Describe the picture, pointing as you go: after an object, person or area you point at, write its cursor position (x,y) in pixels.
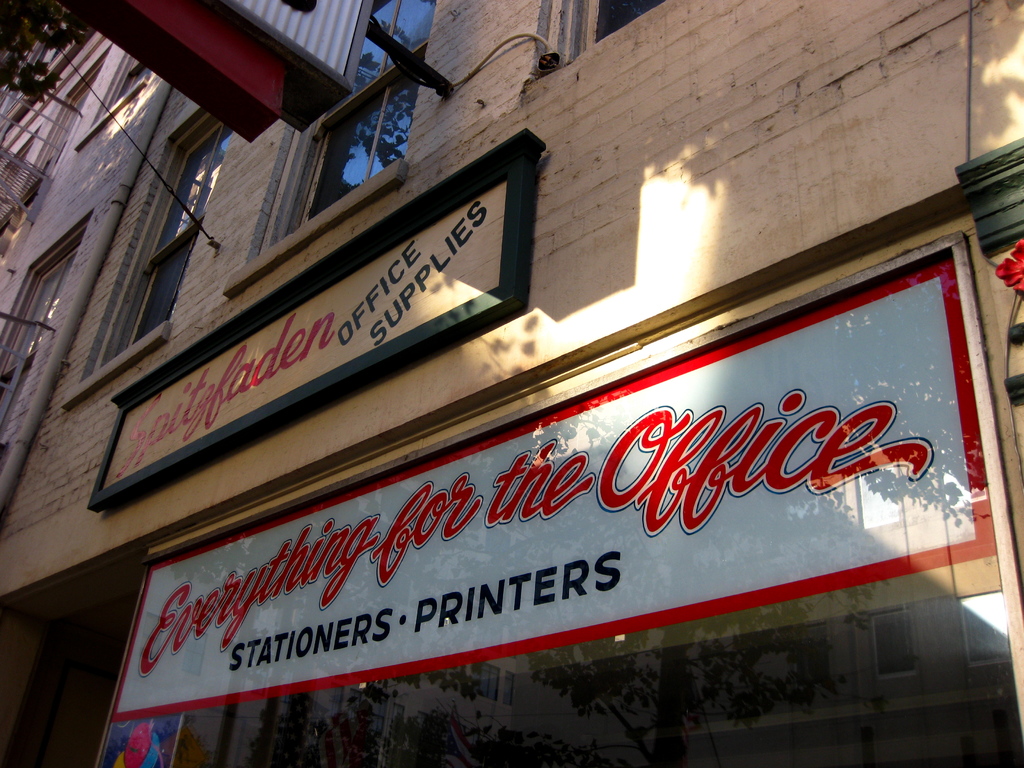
In this image few boards (317,286) are attached to the wall (249,222) of a building (322,231) having windows (287,218). Left top few leaves (37,61) are visible. Beside there is an object (81,13) attached to the wall (442,124).
